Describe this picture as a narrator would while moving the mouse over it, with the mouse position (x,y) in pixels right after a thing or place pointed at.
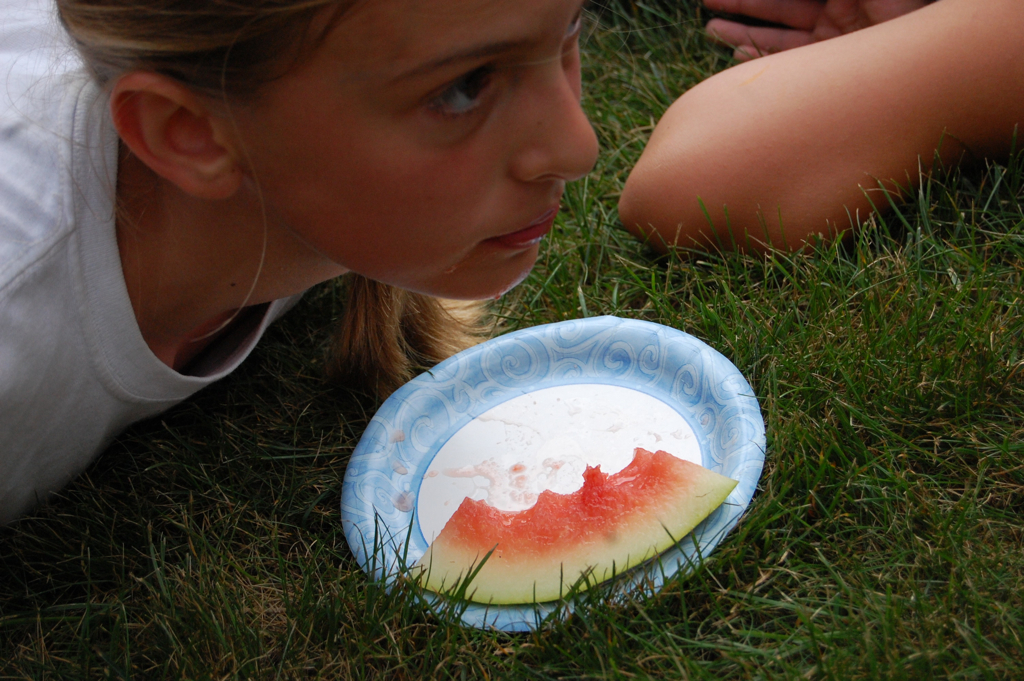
In this picture we can see grass (968,642) at the bottom (904,621), on the left side (160,412) there is a person (132,383), we can see a plate (707,362) on the ground (281,360), there is a piece of watermelon (683,489) in the plate (723,435), we can see another person's hand (880,108) at the right top of the picture (891,112).
